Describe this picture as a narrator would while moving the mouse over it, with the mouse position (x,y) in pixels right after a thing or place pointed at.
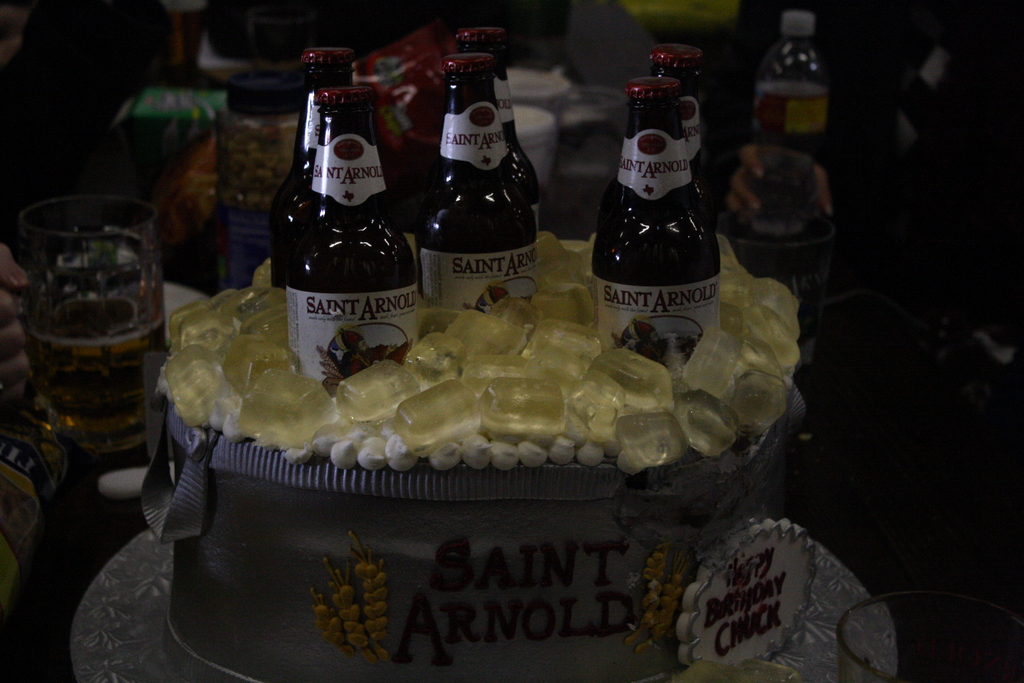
There are six beer bottles (517,221) placed in a cake (424,379) labelled as "saint Arnold. There is art (552,438) representing ice (566,431) around the beer bottle (612,319). There are few glasses (124,381) and bottles (782,106) in the background (786,118).
